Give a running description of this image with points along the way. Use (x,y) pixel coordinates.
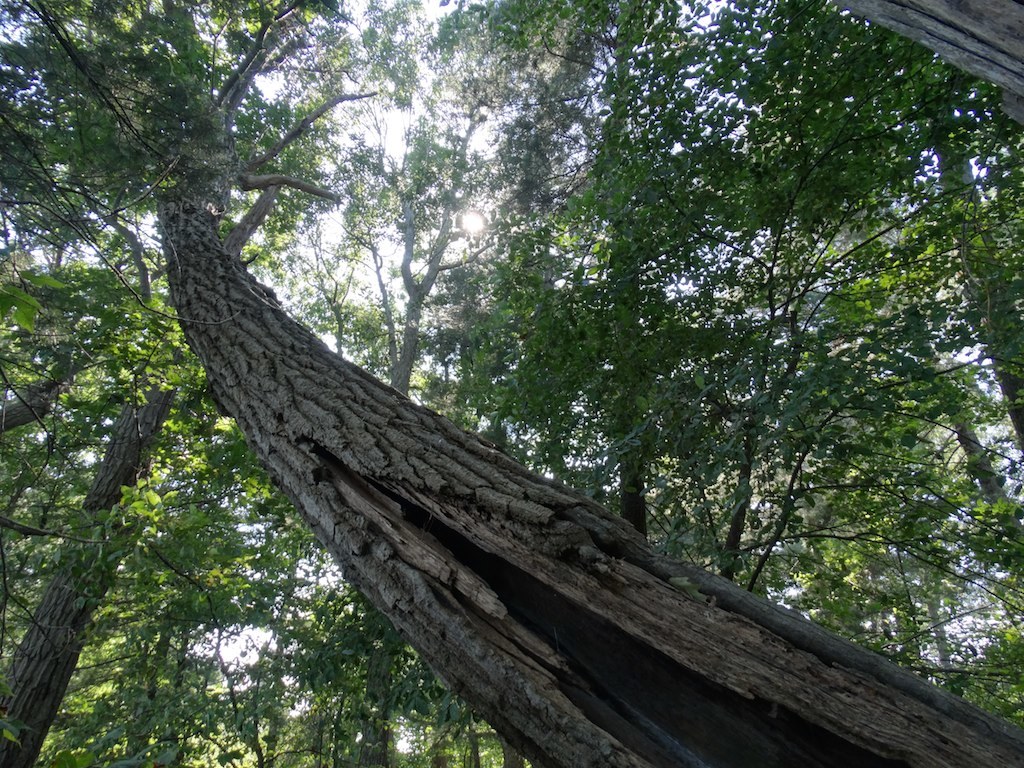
In this image we can see trees (366,456) and sky (362,276).
